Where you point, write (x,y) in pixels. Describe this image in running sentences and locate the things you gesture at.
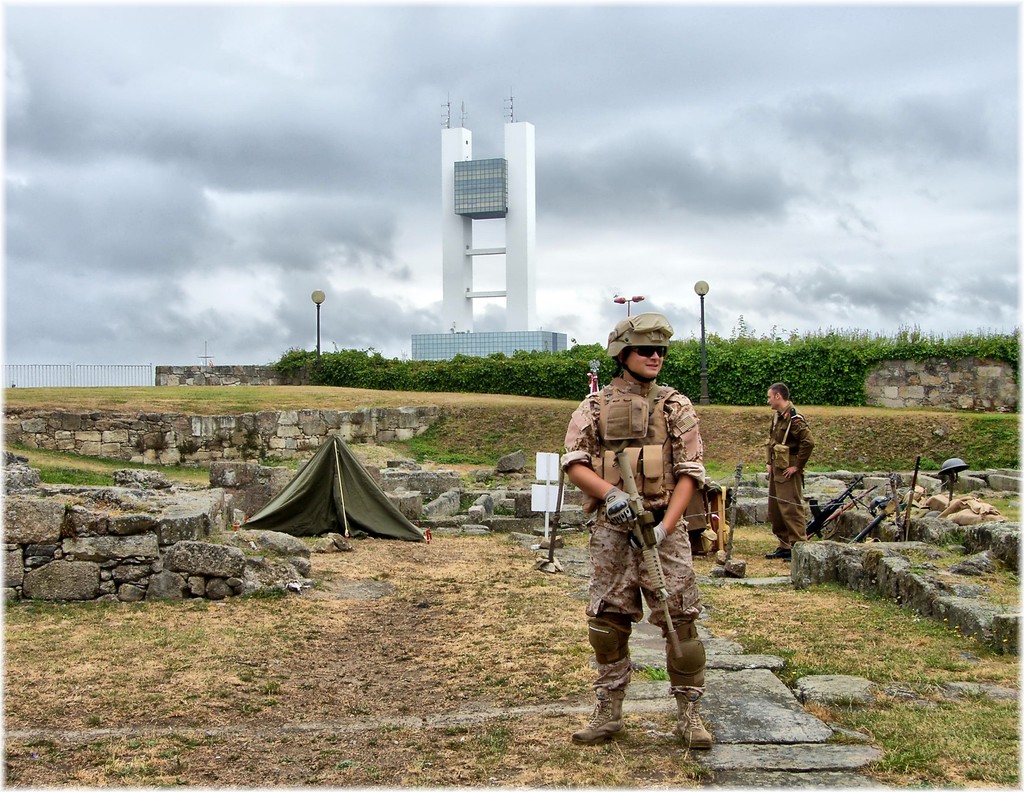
In this picture I can see a person (584,486) holding the weapon (623,479). I can see the weapons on the right side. I can see a person (767,471) standing on the right side (786,466). I can see the plants (754,351). I can see the metal fence (98,385) on the left side (18,383). I can see the wall (234,463). I can see clouds (639,124) in the sky (385,128). I can see the pillar construction (508,195).
